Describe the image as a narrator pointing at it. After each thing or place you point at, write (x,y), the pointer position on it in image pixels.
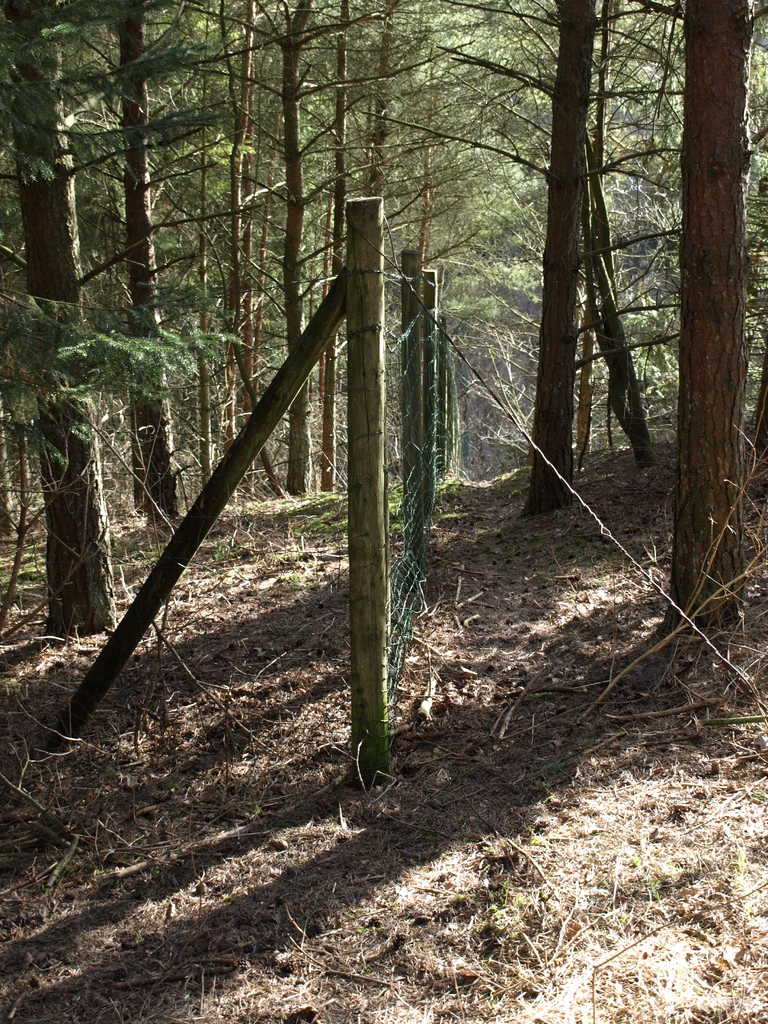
In this image we can see trees (332,105) and twigs (201,885) on the ground (387,893).
